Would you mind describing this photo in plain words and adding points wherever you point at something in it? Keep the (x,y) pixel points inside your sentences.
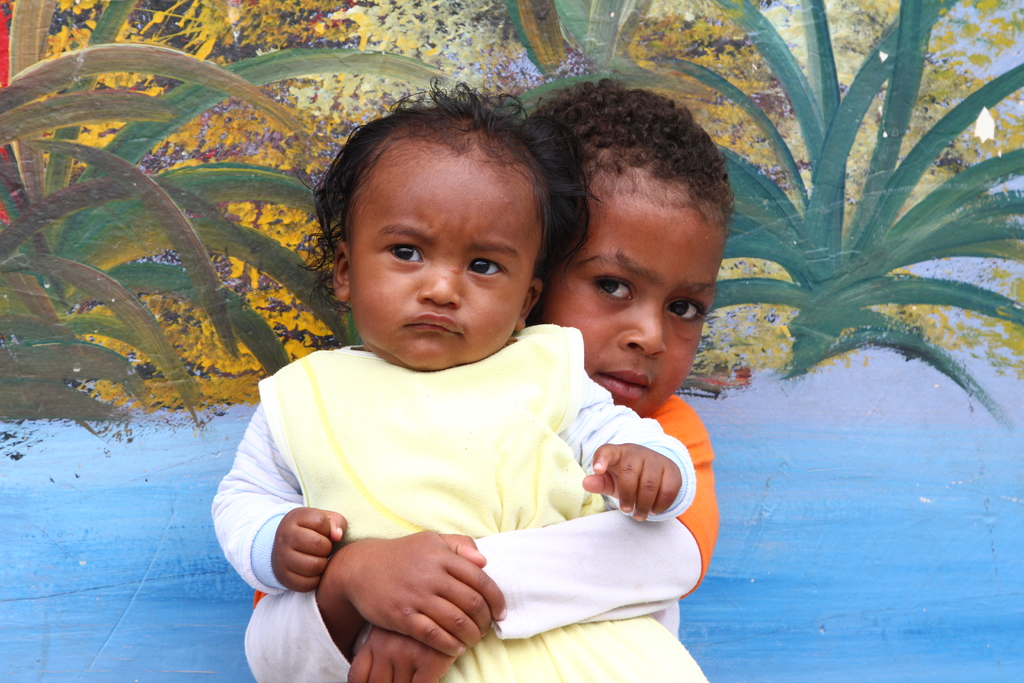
In this image we can see two children (517,378). On the backside (298,242) we can see a wall (294,220).
